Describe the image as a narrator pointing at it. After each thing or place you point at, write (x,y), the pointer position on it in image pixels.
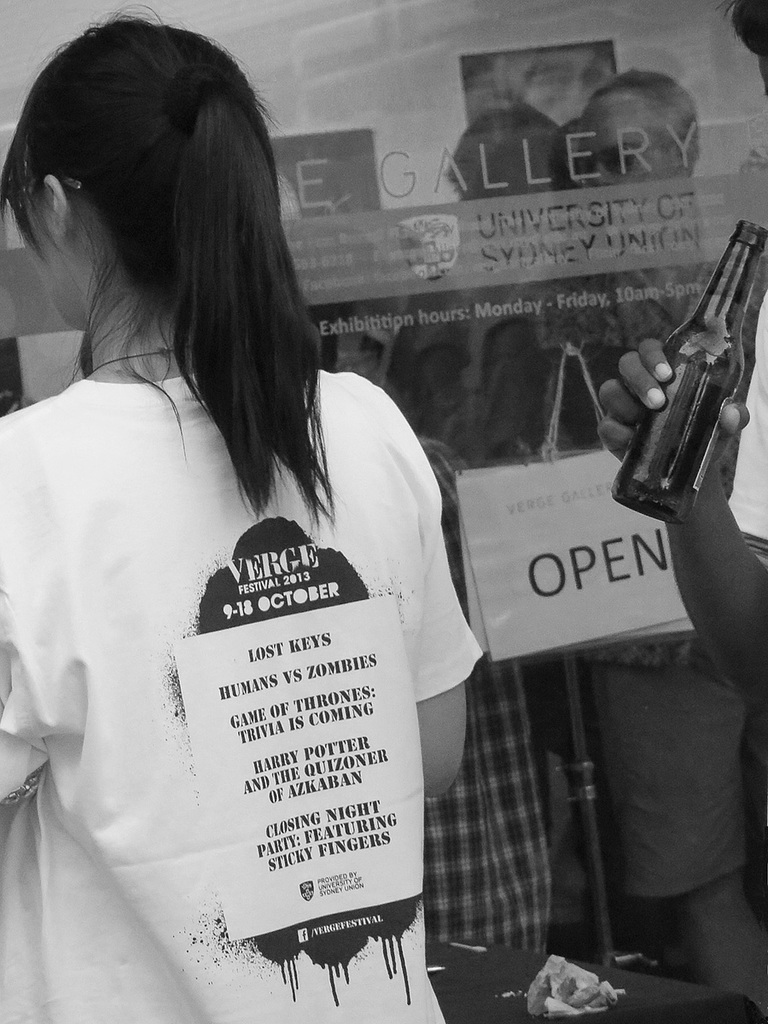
It is a black and white picture. In the center of the image (328,545) we can see one person (319,627) is standing and we can see a paper (294,686) with some text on her t shirt (283,505). On the right side of the image (704,483), we can see one human hand (747,598) holding a bottle (641,420). In the background (496,408) there is a paper (598,605) on a board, glass (472,353), few people (460,357) are standing and a few other objects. And we can see some text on the paper (607,588) and glass (532,335).
